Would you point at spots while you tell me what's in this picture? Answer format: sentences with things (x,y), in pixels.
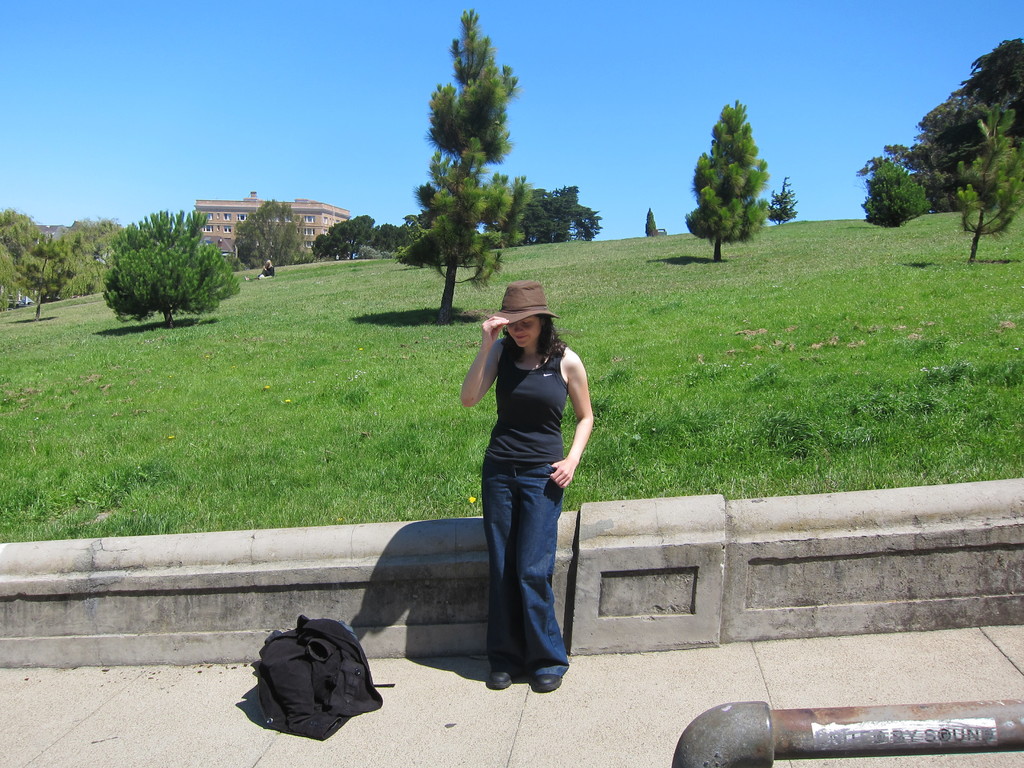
This picture shows a woman (549,454) standing and she wore a hat (544,309) on her head (552,321) and a bag (315,670) on the floor (363,734) and we see a building (214,223) and few trees (7,221) and grass (487,306) on the ground (753,375) and we see a blue sky (440,55) and a woman (258,279) seated on the grass (290,296).
